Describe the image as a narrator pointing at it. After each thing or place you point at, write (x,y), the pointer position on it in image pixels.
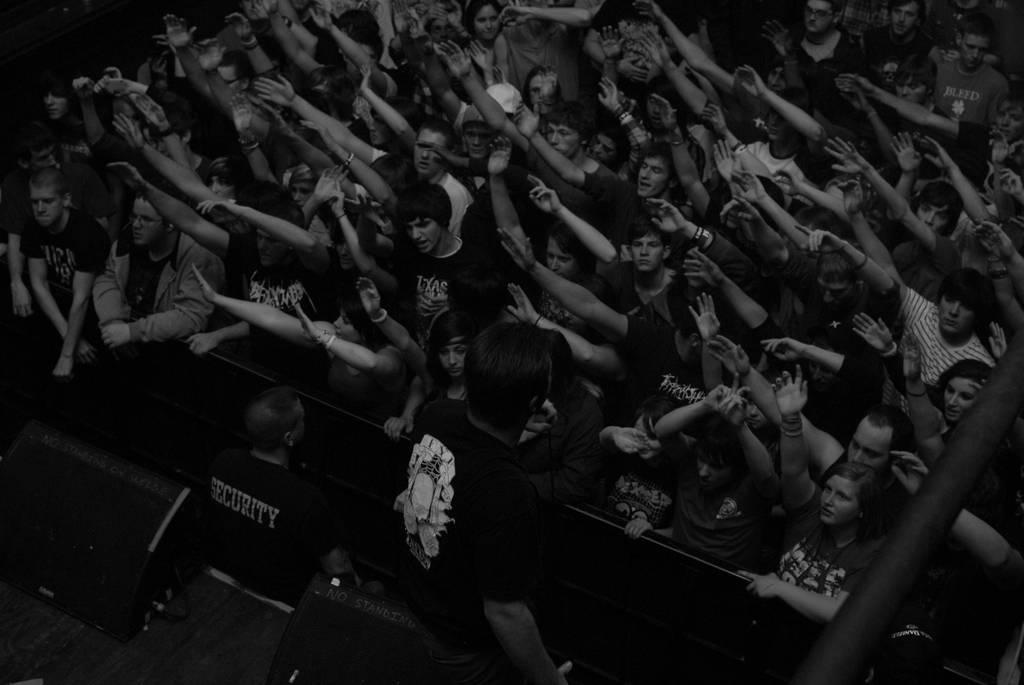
This is a black and white image. In this image we can see crowd (526,137). At the bottom of the image (493,658) we can see persons (210,477) and speakers (120,524).
